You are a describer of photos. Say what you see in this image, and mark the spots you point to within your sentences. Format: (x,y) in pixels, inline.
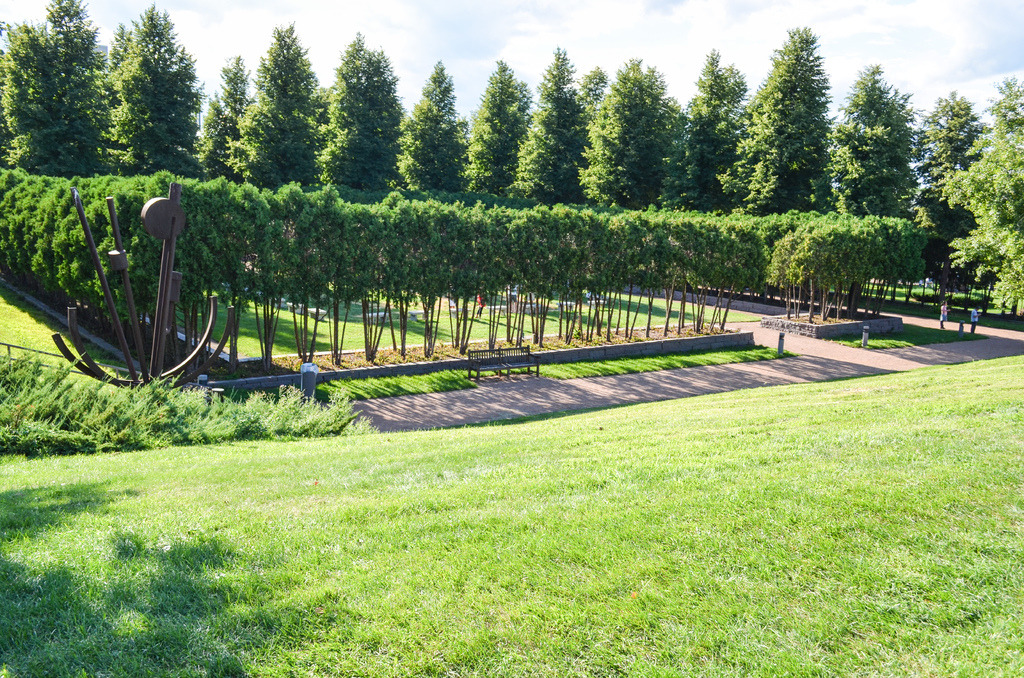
In this image there is grass (642,549) on the ground (560,548) in the center (501,331). In the background (669,215) there are trees (735,206) and the sky (659,35) is cloudy and there is an empty bench (512,364) in the center (500,352) and there are persons (943,312).
